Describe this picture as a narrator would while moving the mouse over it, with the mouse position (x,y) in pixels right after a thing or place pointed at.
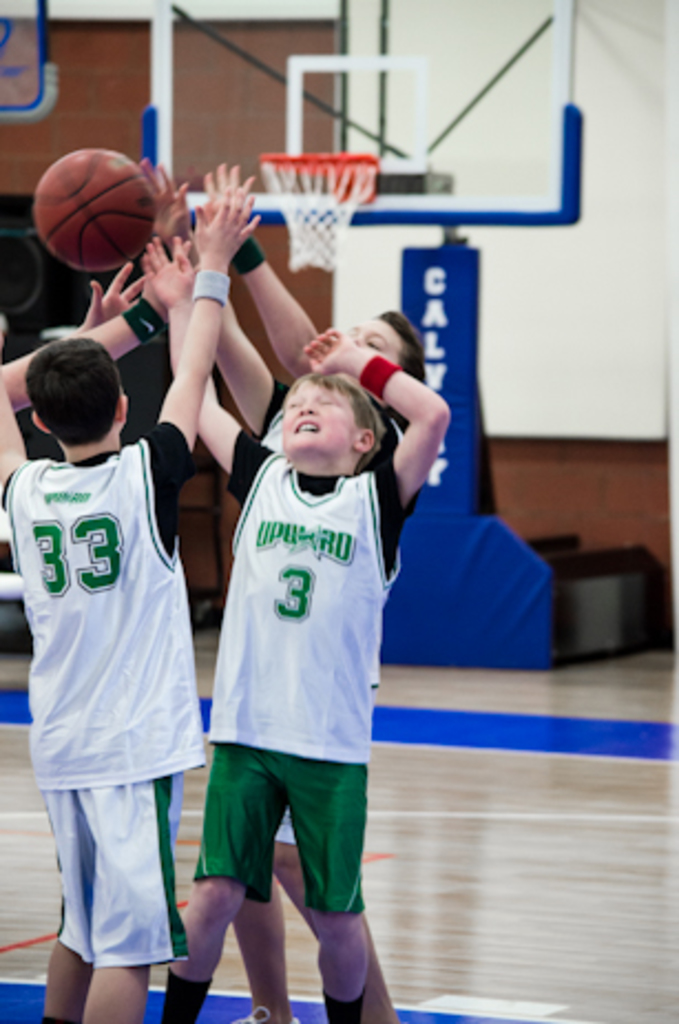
In this picture we can see a group of kids (120,575) playing with a ball (124,190). Behind the kids (64,425), there are some objects (20,295), a basketball hoop (294,217) and a wall (576,228).
